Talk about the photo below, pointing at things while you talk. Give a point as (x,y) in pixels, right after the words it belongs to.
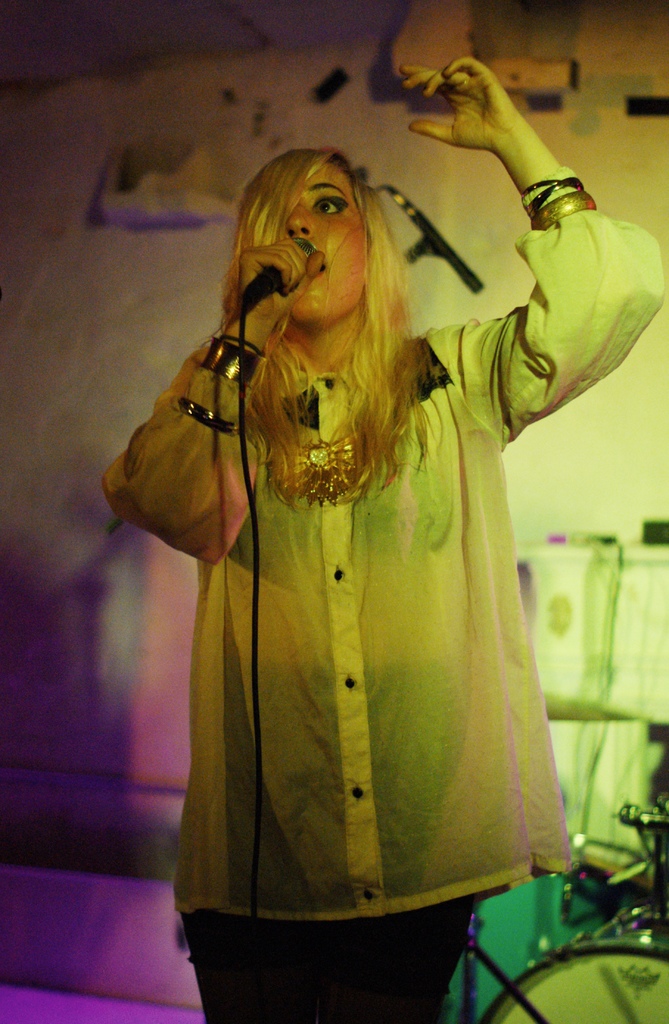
In the given image i can see a lady (355,287) holding a mike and singing.
